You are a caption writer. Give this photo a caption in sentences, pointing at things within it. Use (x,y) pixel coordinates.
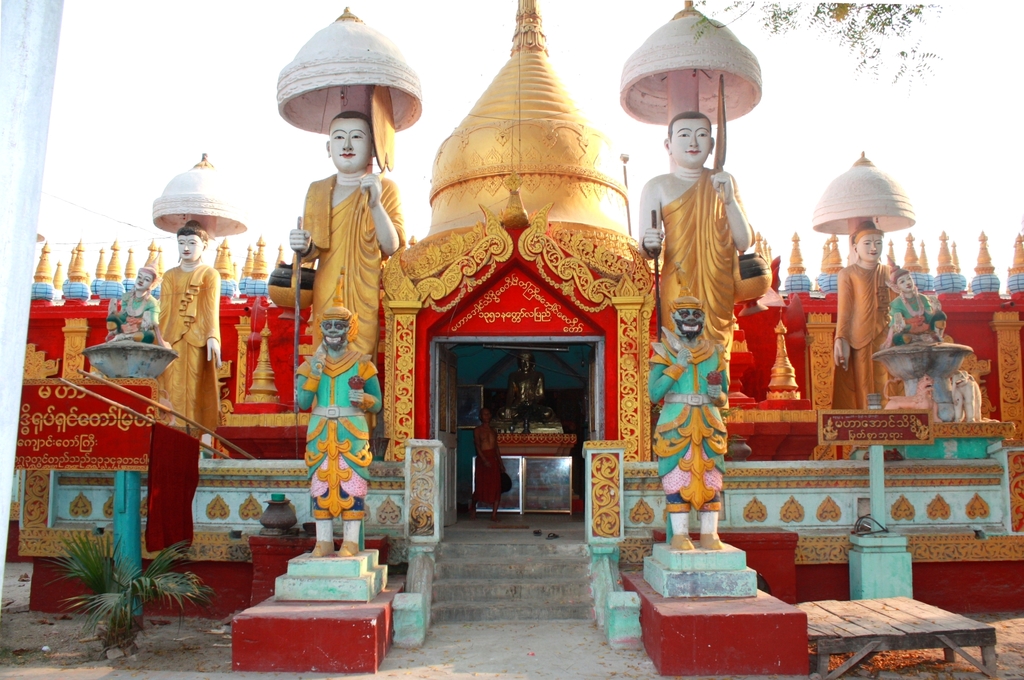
This is a temple (484,277). In the center of the image (490,445) we can see a man (495,475) is walking and holding an object (505,490). In the background of the image (763,277) we can see the statues (895,221), boards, stairs (538,609). At the bottom of the image (73,646) we can see the ground (1016,658), bench (860,628), plant (116,599). At the top of the image (467,106) we can see the sky (1002,163) and tree (843,16). On the left side of the image (47,39) we can see the wall (6,218).
